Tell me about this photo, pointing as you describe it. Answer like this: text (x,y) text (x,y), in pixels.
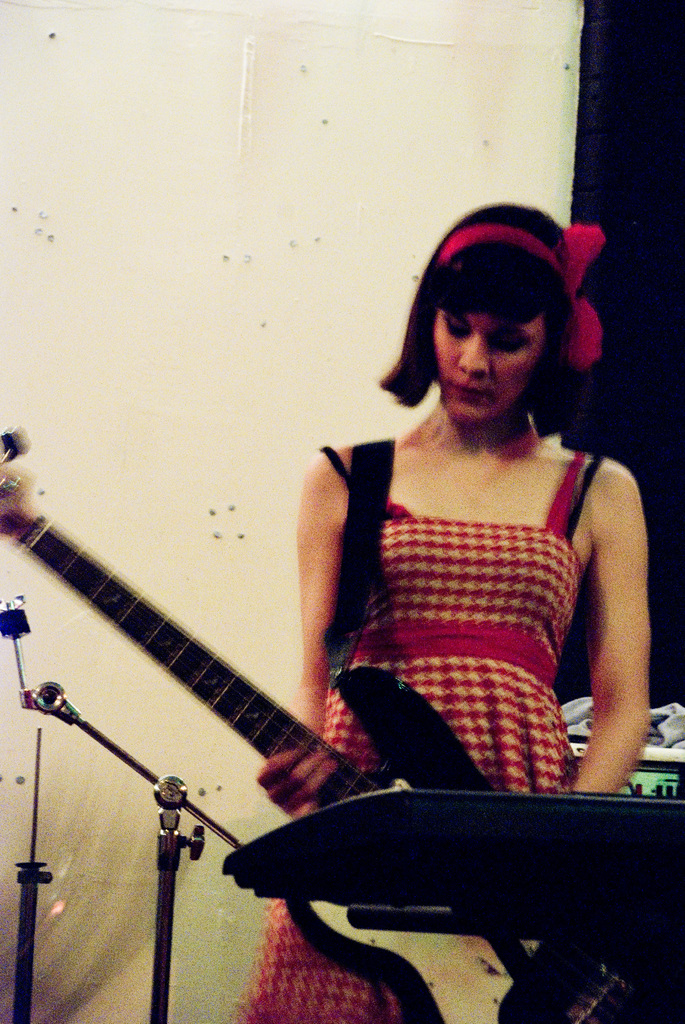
a person (536,695) is standing, wearing a red dress (508,657) and holding a guitar (233,711) in her hand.
